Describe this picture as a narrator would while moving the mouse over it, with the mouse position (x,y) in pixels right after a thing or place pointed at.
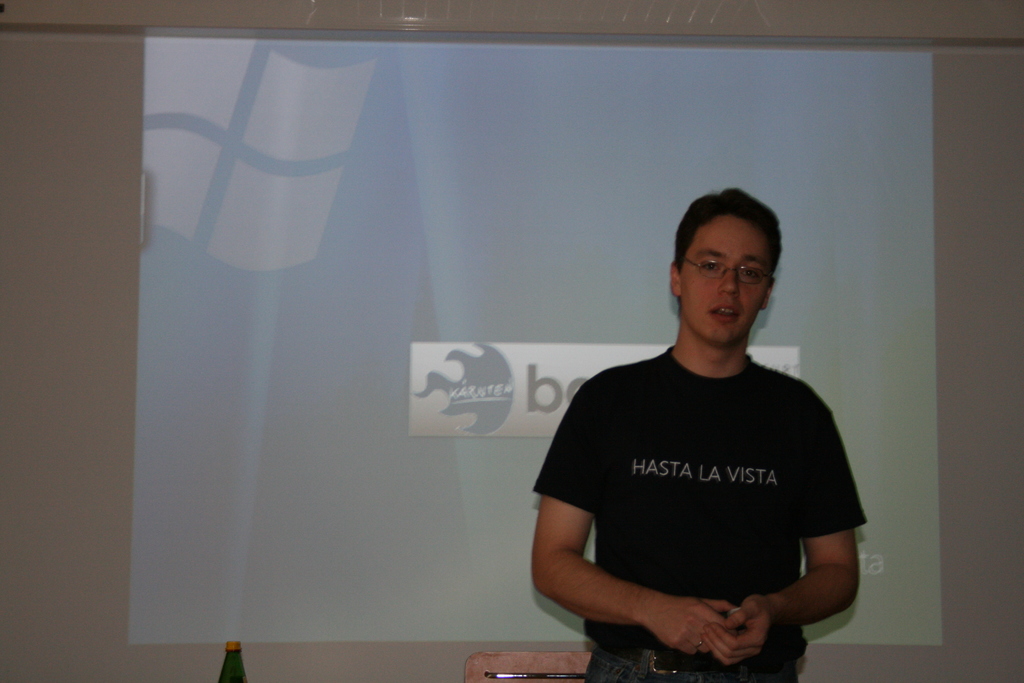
In the image we can see there is a man (739,436) standing and he is wearing spectacles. Behind there is projector wall (347,396) and there is bottle (231,661) kept on the table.
